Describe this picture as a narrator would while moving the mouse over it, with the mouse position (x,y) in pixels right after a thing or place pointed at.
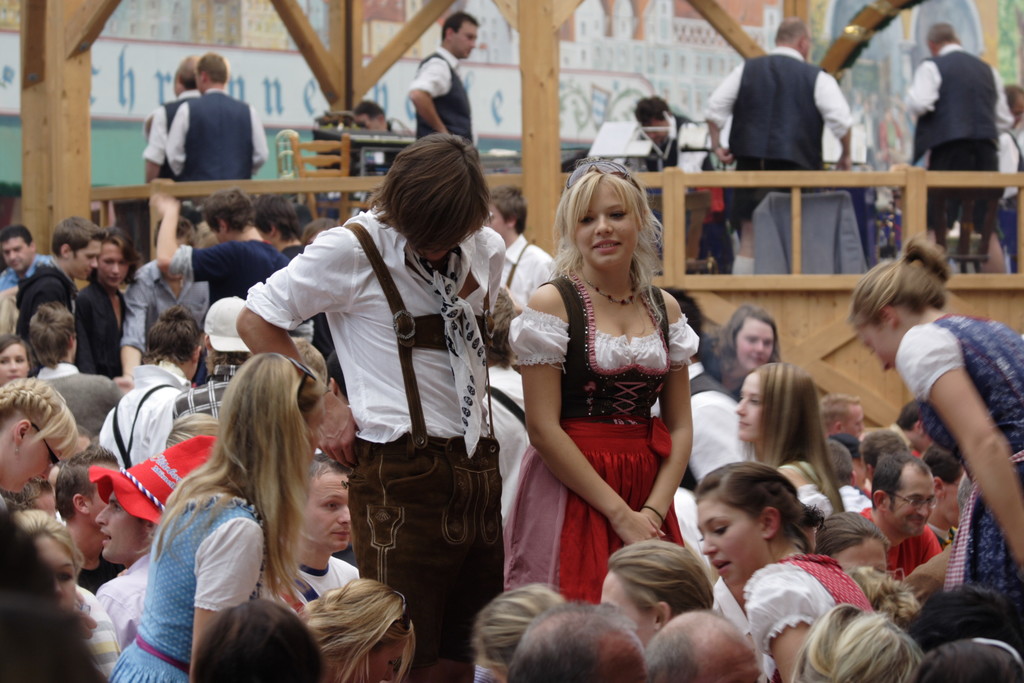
In this image we can see there are so many people (187,527) standing and sitting, behind them there are other people (978,90) standing on the wooden stage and playing music.
